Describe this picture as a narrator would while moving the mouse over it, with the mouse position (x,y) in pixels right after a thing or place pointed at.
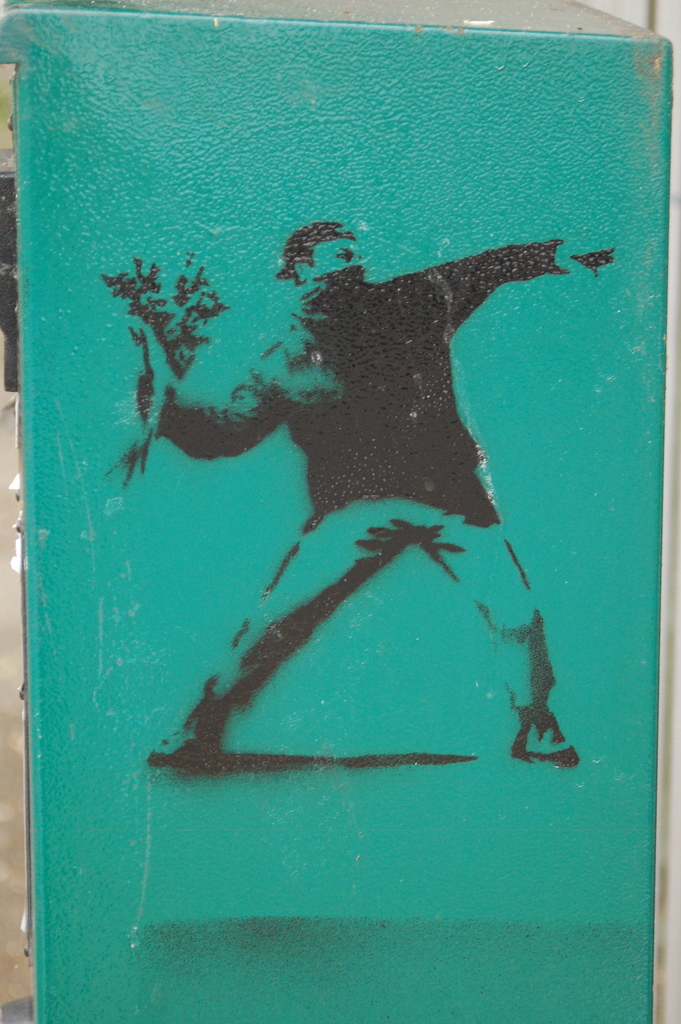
In this image, I think this is a painting (324,496) of a person (332,514) on a board (353,674). This person (356,447) is holding a flower bouquet (169,316) in his hand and standing. The background (374,693) looks green in color.
